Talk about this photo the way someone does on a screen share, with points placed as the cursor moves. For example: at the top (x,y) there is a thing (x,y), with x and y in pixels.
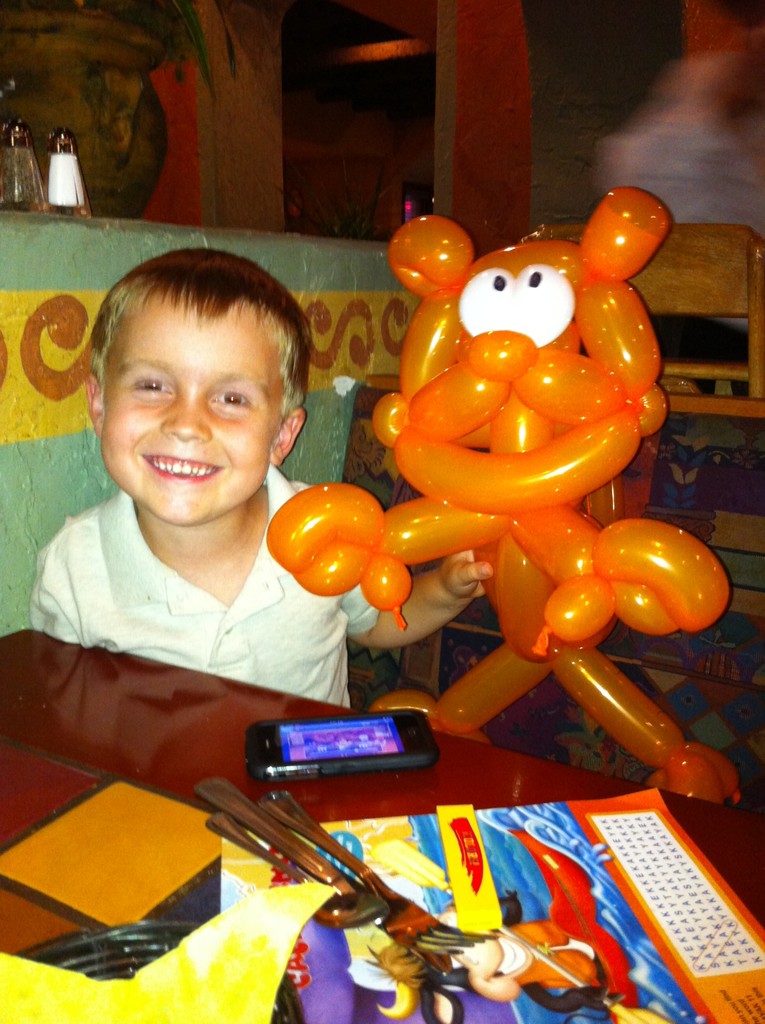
In this image there is one kid (182,490) at left side of this image (210,510) is smiling and holding a balloon (462,519) and there is a wall (200,198) in the background (296,221), and there are some objects (274,860) kept on a table (400,800) at bottom of this image (319,926) and there is a mobile (340,738) in middle of this image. There are some objects (77,169) kept at top left side of this image (114,168).
